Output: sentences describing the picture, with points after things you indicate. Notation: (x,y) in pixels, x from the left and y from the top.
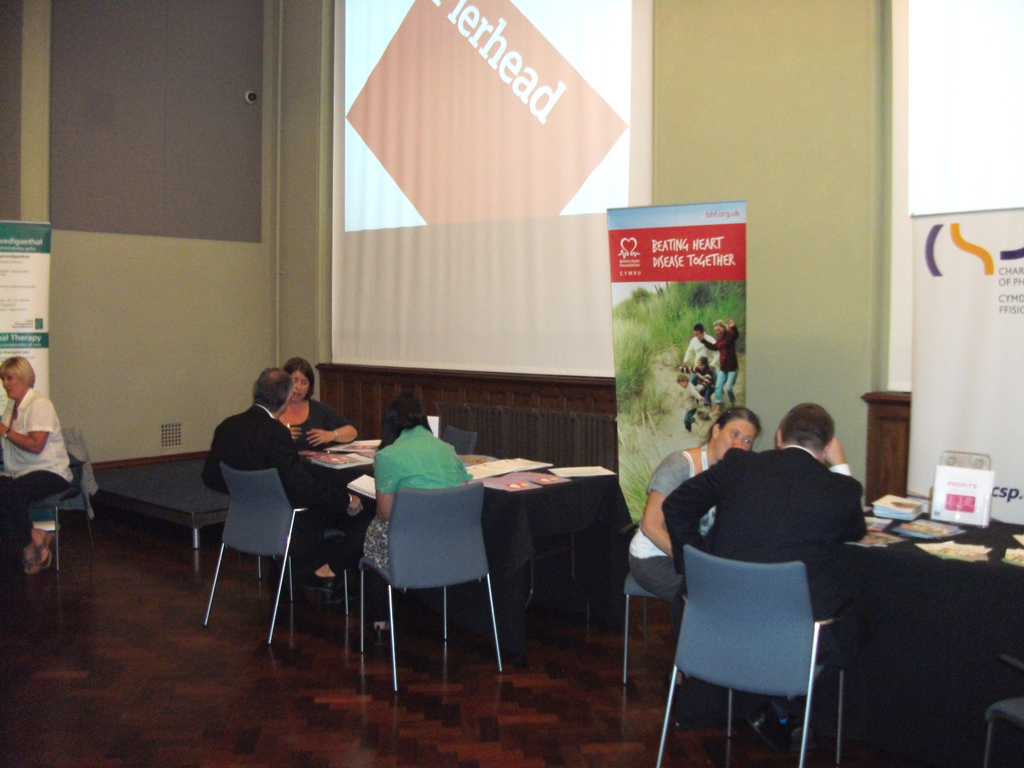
An indoor picture. This persons (42,407) are sitting on chair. In-front of them there are tables (609,501), on tables (514,547) there are papers (487,484). This are screens (564,144) attached to a wall (328,102). This are banners (719,337).
